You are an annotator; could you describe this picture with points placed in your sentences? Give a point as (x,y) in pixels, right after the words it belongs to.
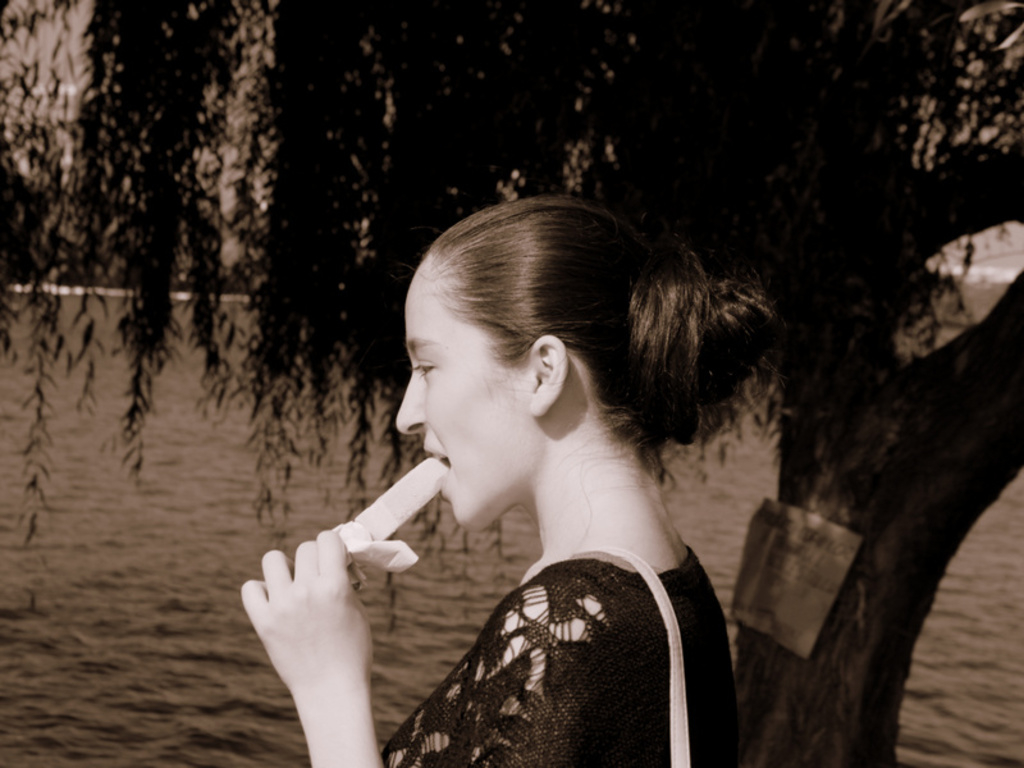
Here we can see a woman (528,431) eating an ice cream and carrying a bag (681,741) on her shoulder (588,623). In the background (76,647) we can see water (191,518), a small board (790,569) on a tree (559,31) and sky (79,10).
